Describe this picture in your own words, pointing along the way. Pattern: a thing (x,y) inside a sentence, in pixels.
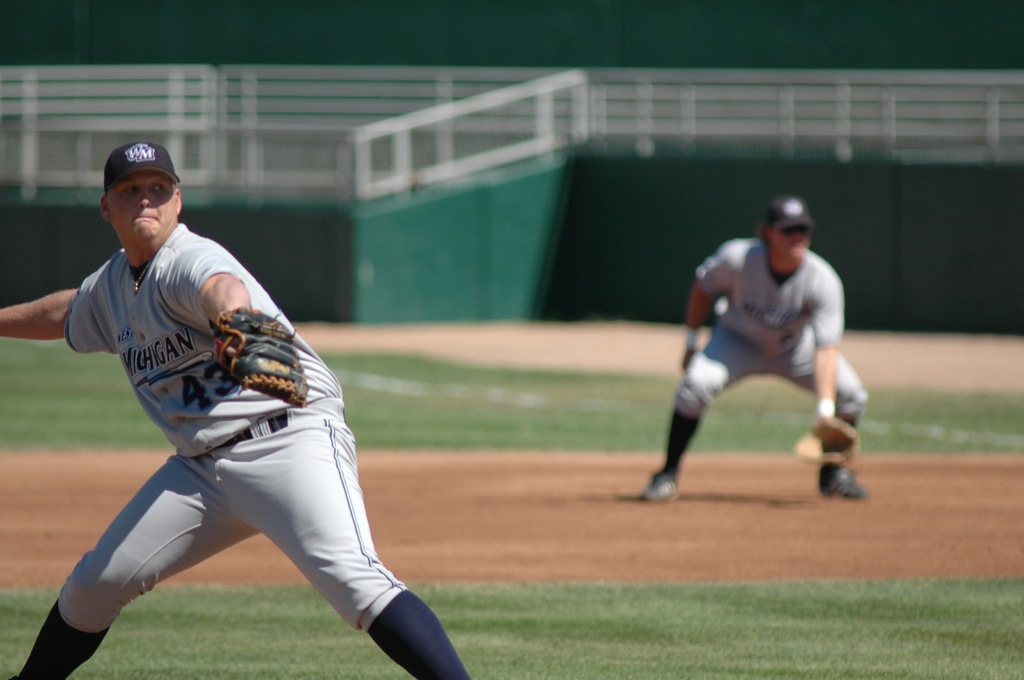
In this image we can see two players (182,315) on the ground (590,471) and behind them, we can see a fence (398,192).
